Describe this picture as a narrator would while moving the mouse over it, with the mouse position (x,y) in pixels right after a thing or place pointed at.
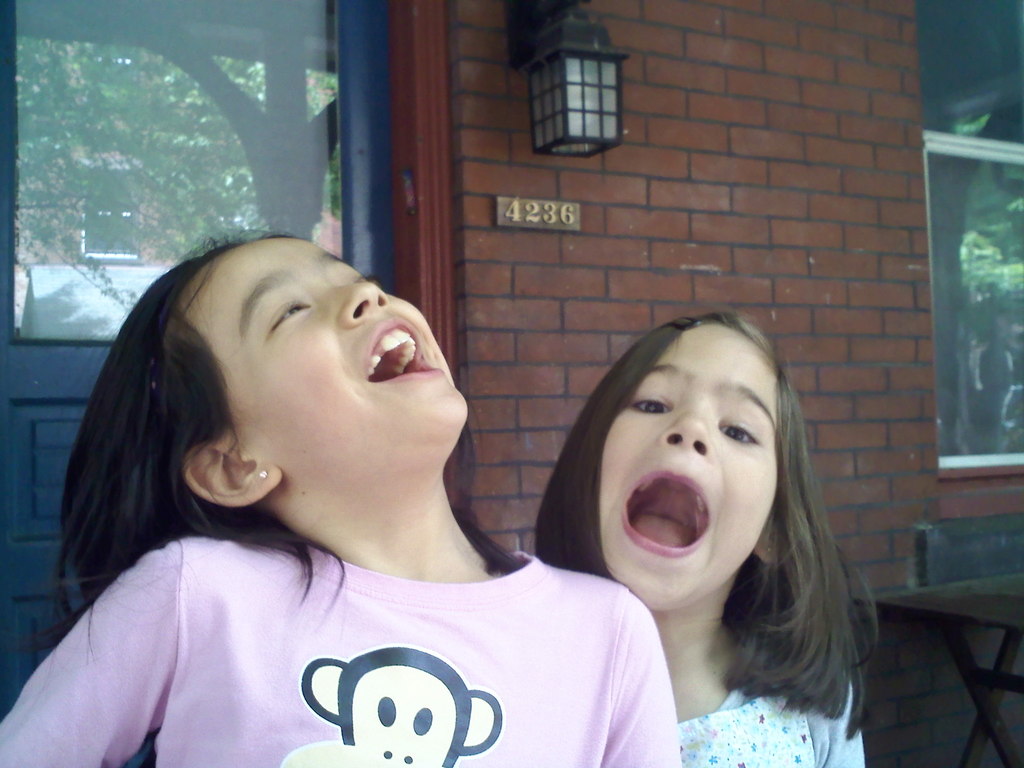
There are two girls (445,563) at the bottom of this image (419,684) and there is a wall (698,204) in the background (731,204). There is a glass door (59,393) on the left side of this image (59,326) and we can see trees (198,166) through it. There is a window (958,293) on the right side of this image (968,262).
